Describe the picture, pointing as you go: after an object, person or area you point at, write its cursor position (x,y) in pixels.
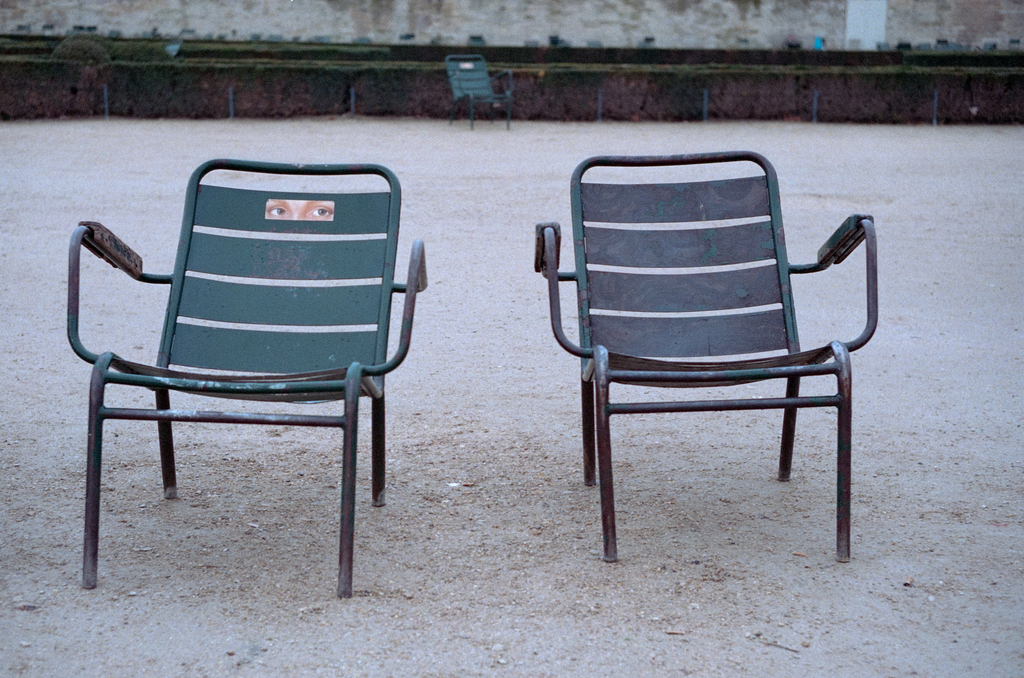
In this image I can see two chairs (296,255), they are in green color. Background (669,77) I can see the other chair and I can see grass (718,60) and trees (332,104) in green color.
